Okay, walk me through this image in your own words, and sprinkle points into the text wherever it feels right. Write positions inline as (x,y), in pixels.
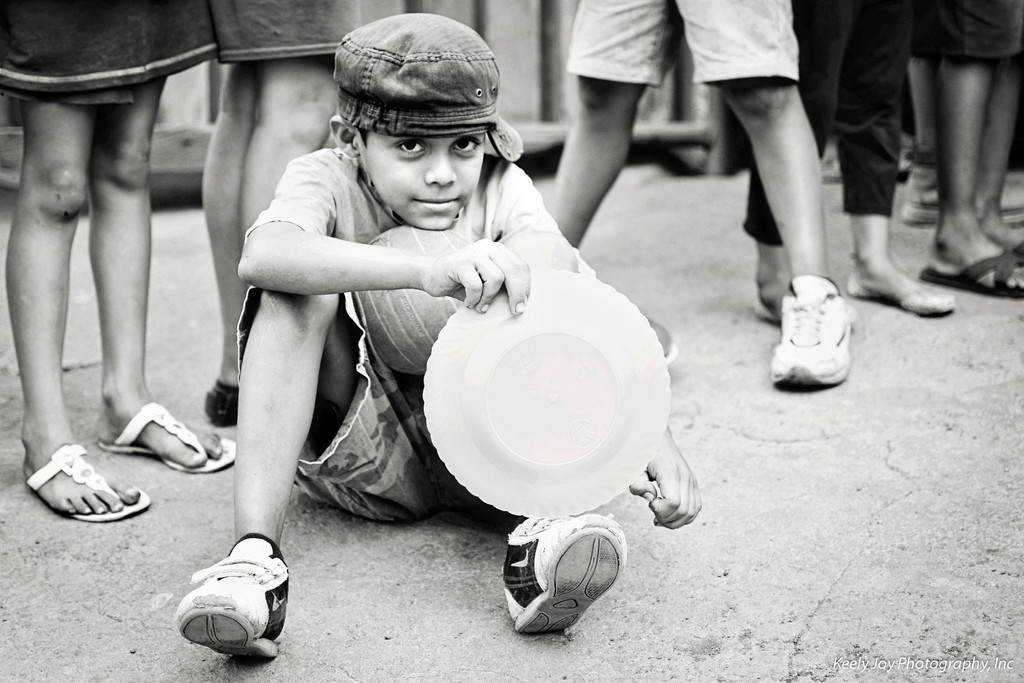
This is a black and white image. There are a few people (767,272). Among them, we can see a person (400,51) holding an object (455,372) is sitting. We can see the ground (661,590). We can also see some text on the bottom right (837,668). In the background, we can see some object (666,136).
